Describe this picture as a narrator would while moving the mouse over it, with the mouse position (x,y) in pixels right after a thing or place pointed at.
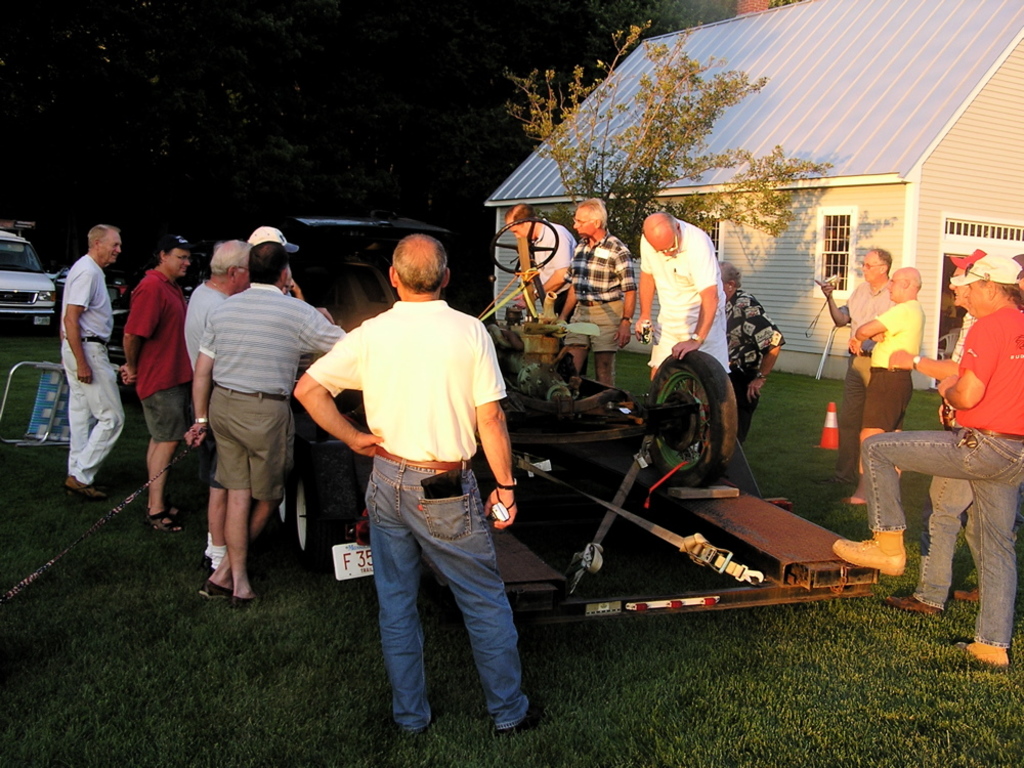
In this picture I can see number of people (702,251) who are standing in front (680,269) and I see the green grass (59,462). On the right side of this image (712,192) I see a building (838,216) and I see a tree (653,114) side to it. In the background (489,152) I see few cars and number of trees (226,66) and in the middle of this image (532,390) I see a thing (626,405).
